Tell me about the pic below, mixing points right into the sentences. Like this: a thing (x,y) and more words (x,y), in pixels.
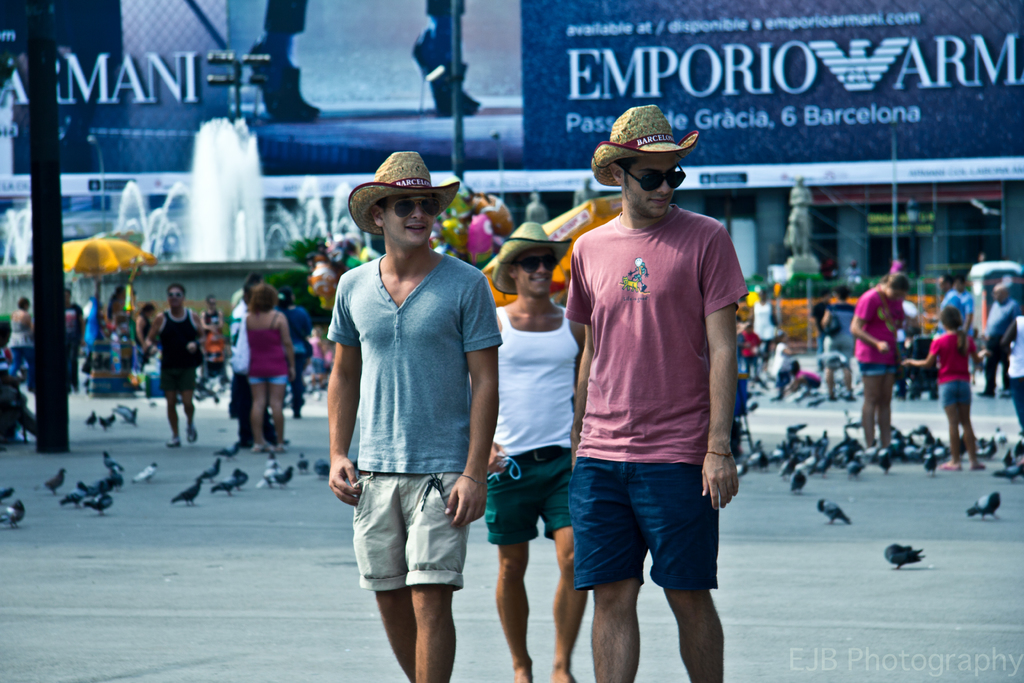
In this picture I can see few people (460,392) are on the road (782,490) and also we can see some birds (786,457), behind we can see a water fountain (238,179), sculpture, buildings (796,78) on which we can see some boards (801,53).
